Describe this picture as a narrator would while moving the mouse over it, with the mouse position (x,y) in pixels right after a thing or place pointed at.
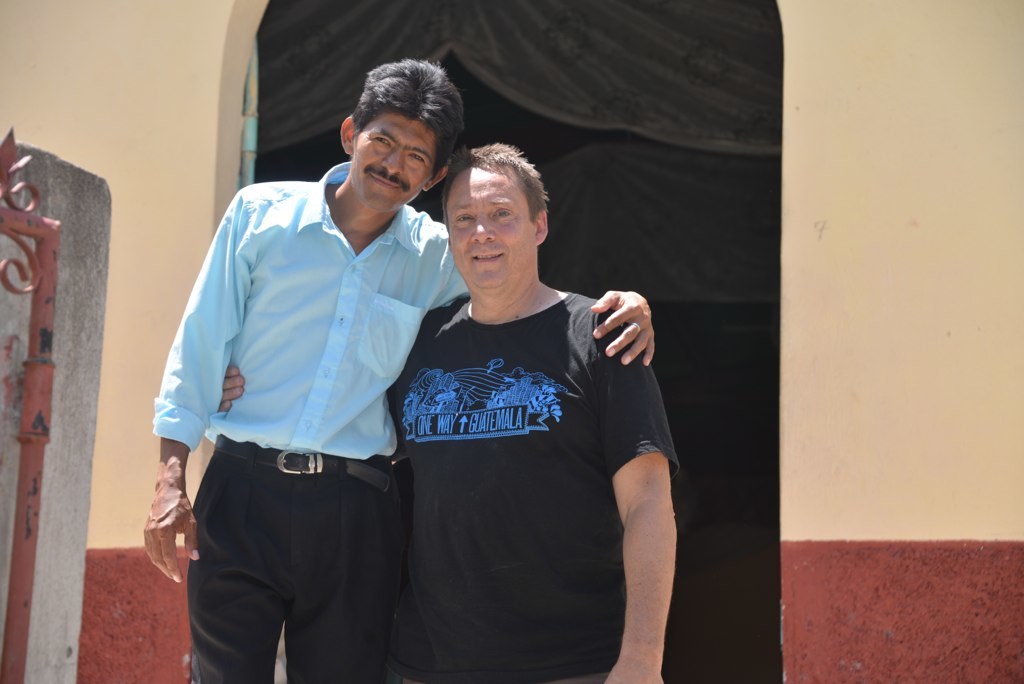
In the foreground of this image (384,485), there are two men (485,505) standing and posing to a camera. Behind them, it seems like a gate (55,268) and an arch (243,13) to the wall (796,14).
